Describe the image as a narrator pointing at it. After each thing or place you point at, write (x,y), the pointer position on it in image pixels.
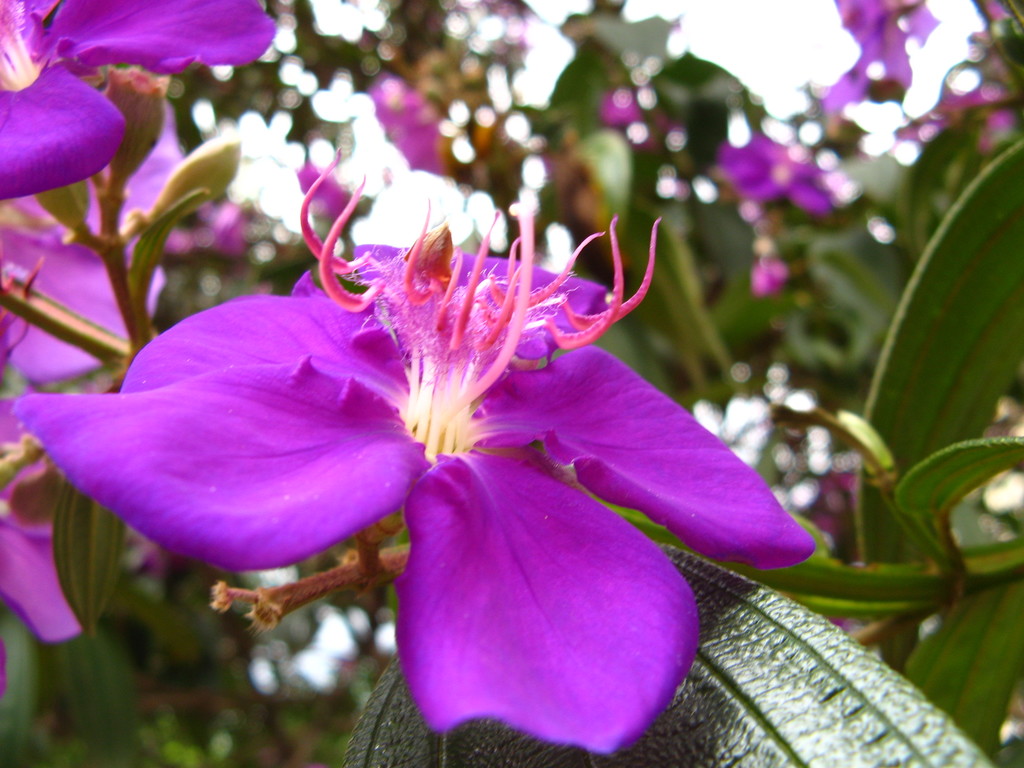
In this picture I can observe violet color flowers (326,392). The background (795,249) is blurred.
